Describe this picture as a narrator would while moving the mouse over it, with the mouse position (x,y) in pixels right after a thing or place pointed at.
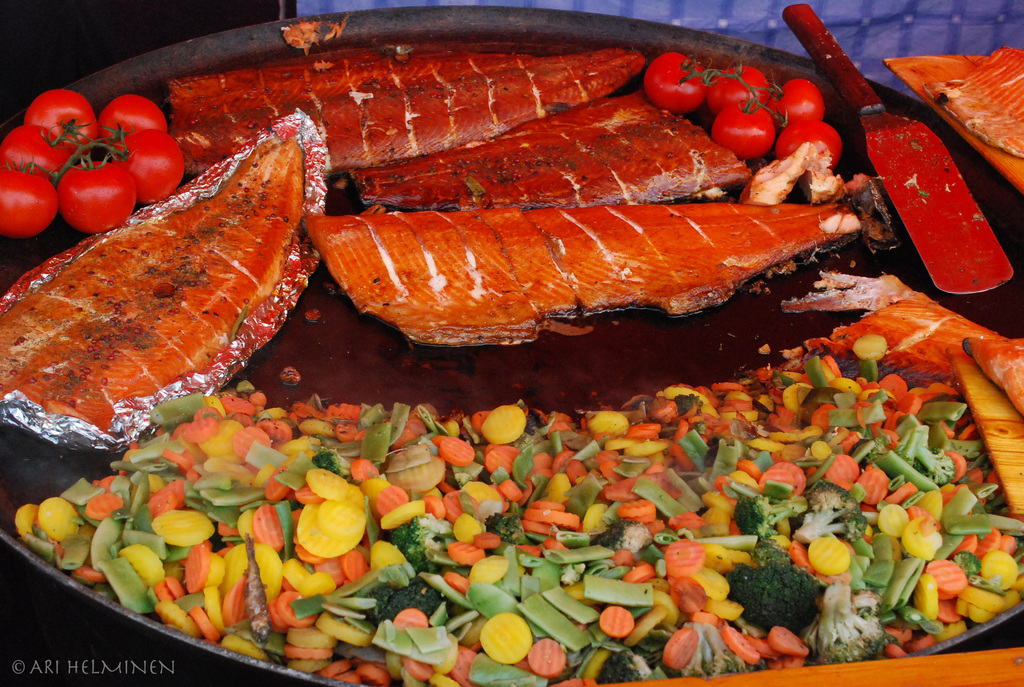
This image is taken indoors. In the background (709,23) there is a cloth (875,22). At the bottom of the image (857,670) there is a table (901,679). In the middle of the image (666,406) there is a tray (778,291) with many vegetable sliced (663,487), tomatoes (739,86) and fishes (334,267) on it. On the right side of the image (944,73) there are two chopping boards (997,448) and there is a spatula (960,235).
